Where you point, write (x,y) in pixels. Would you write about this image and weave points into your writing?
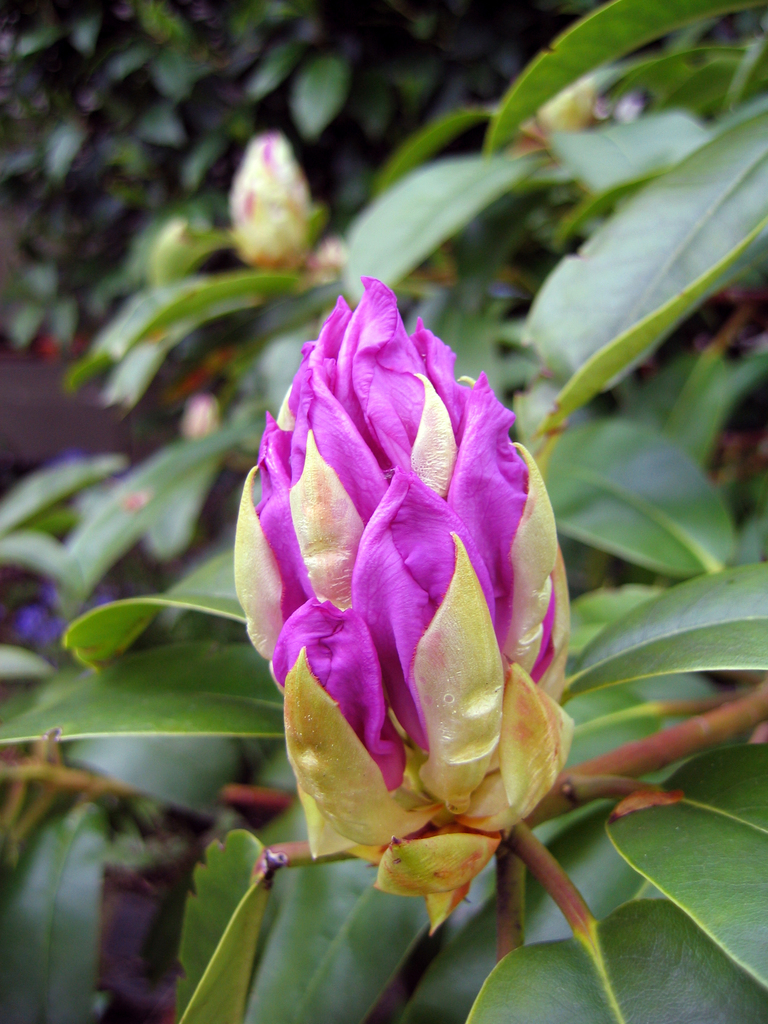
In the center of this picture (380,638) we can see the flowers (294,539) and the green leaves (610,821) and some other objects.
